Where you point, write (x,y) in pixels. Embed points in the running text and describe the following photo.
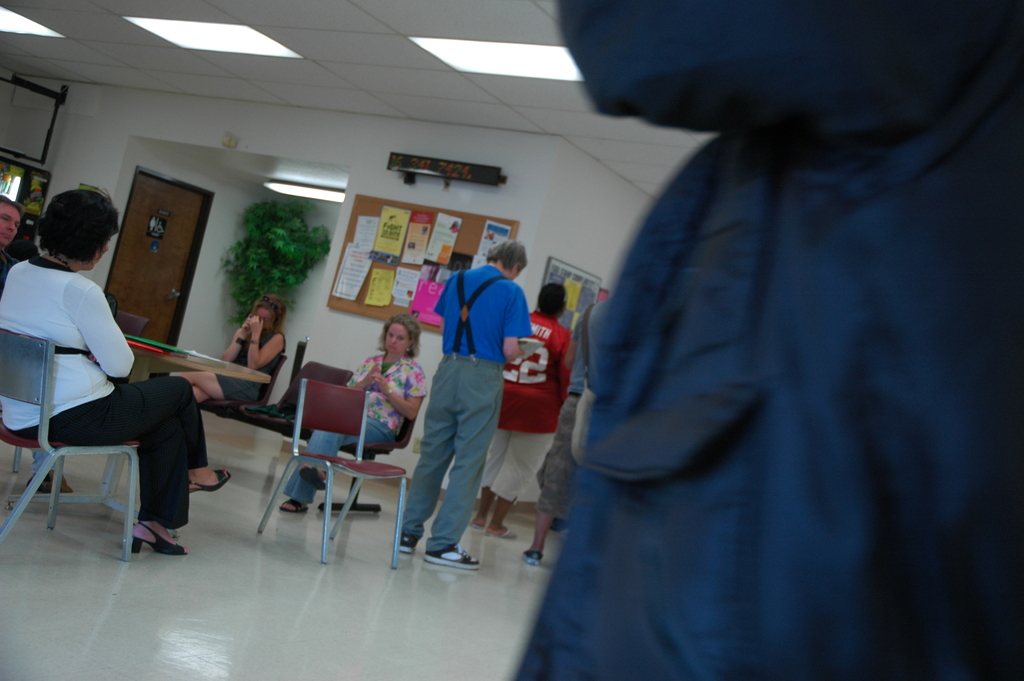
in this picture we can see a room (58,352) where some people (251,384) sitting on the chairs (325,424) in front of the table (153,369) and the other standing in the queue (540,390) and to the wall (335,215) there are some notice boards (375,248) and a plant (270,236).
